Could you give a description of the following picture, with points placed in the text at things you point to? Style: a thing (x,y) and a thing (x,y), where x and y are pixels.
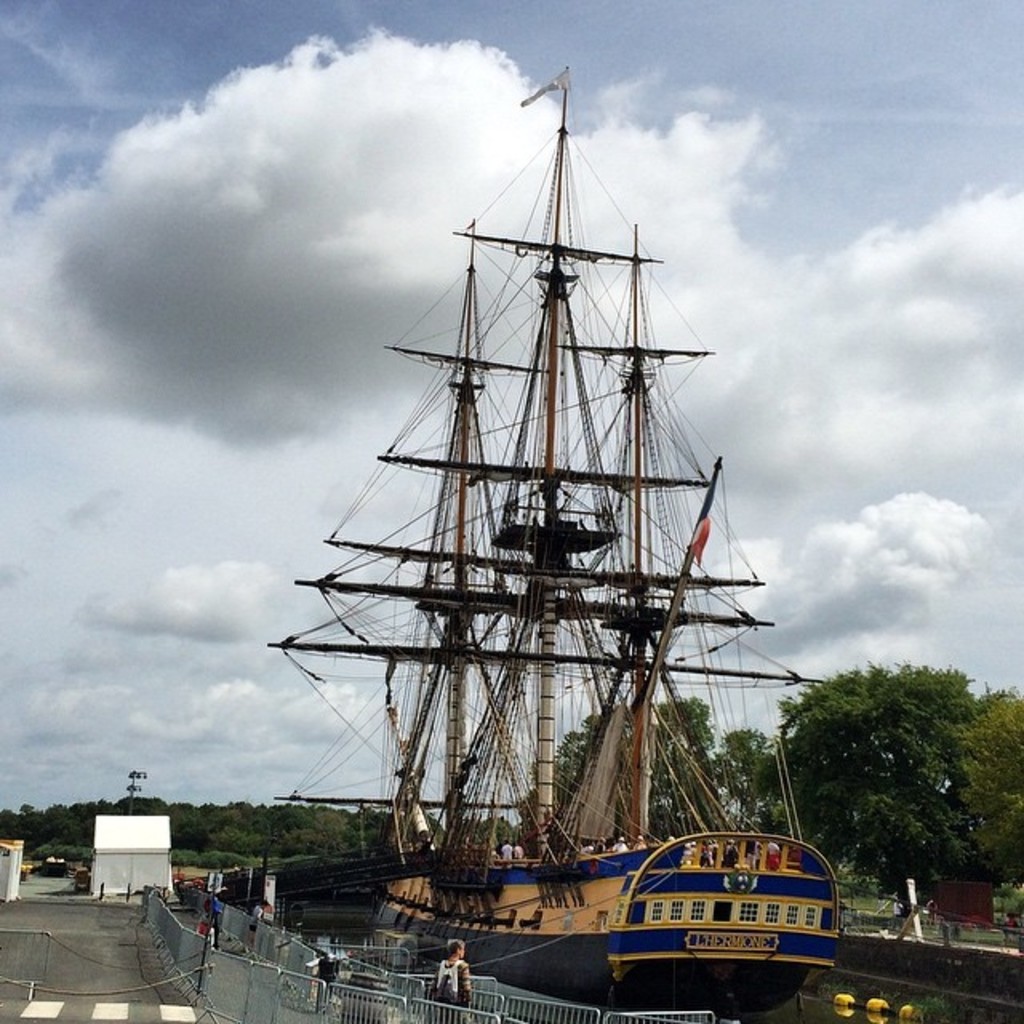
In this image there is a ship (534,855) in a lake (779,1014), in the left side (255,983) there is a fencing (374,974) near the fencing (412,1003) a man (441,986) is standing, beside the fencing (187,990) there is a road (92,931), in the background (881,724) there are trees (848,715) and a cloudy sky (647,279).
